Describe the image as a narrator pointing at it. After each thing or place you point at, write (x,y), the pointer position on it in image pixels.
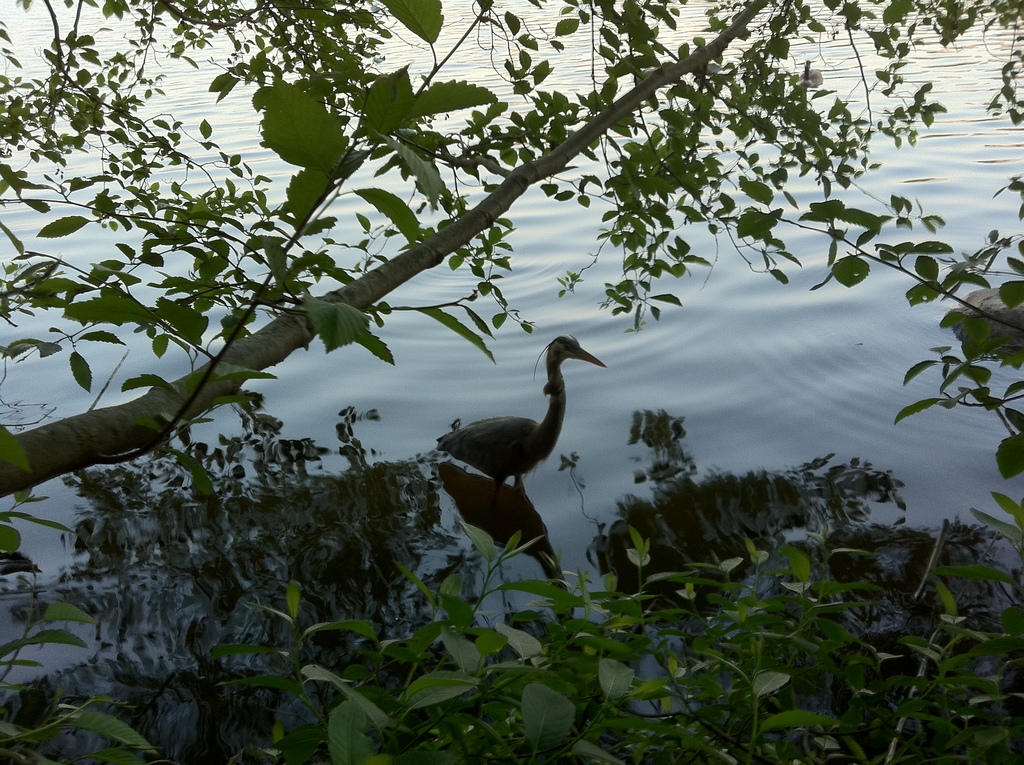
At the bottom of the image (744,669) we can see plants (890,739). In the center of the image (511,410) we can see a bird (524,447) in the water (20,389) and a stem (643,95) with branches (414,244) and leaves (160,306).
